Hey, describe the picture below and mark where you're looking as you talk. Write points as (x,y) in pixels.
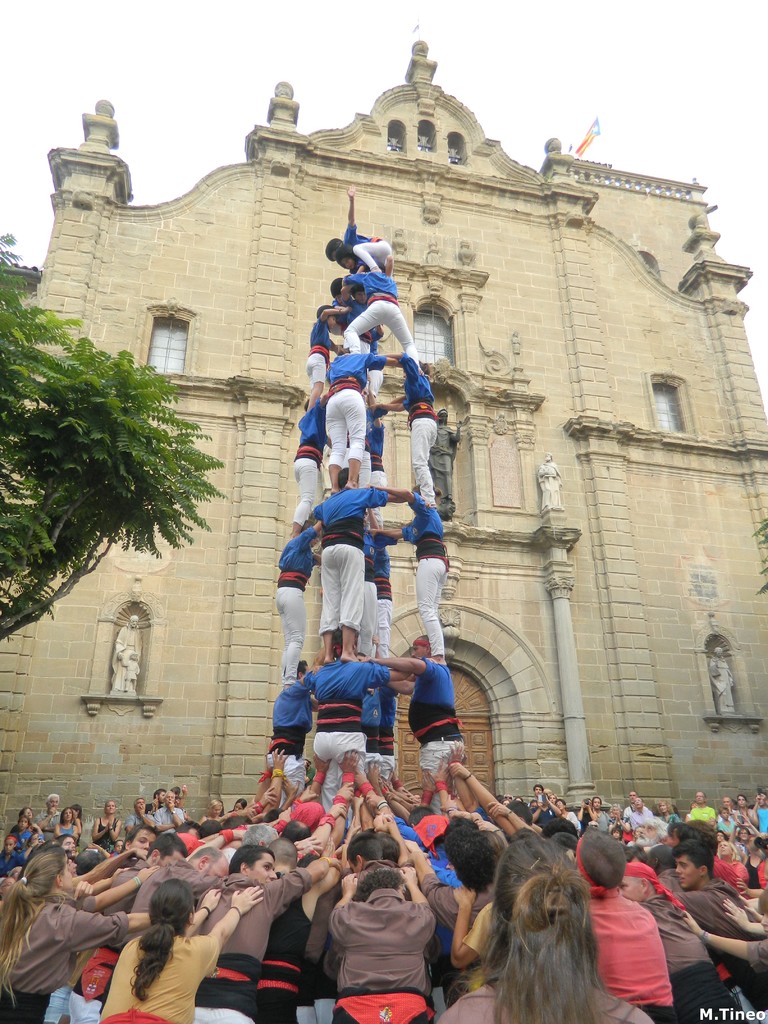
There are people (305,528) in the center of the image (363,447), they are forming a pyramid structure (378,500), there is a tree (97,514) on the left side (125,348) and there are people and a building (474,317) in the background area (128,336), there is sky (395,28) at the top side of the image (432,32).
